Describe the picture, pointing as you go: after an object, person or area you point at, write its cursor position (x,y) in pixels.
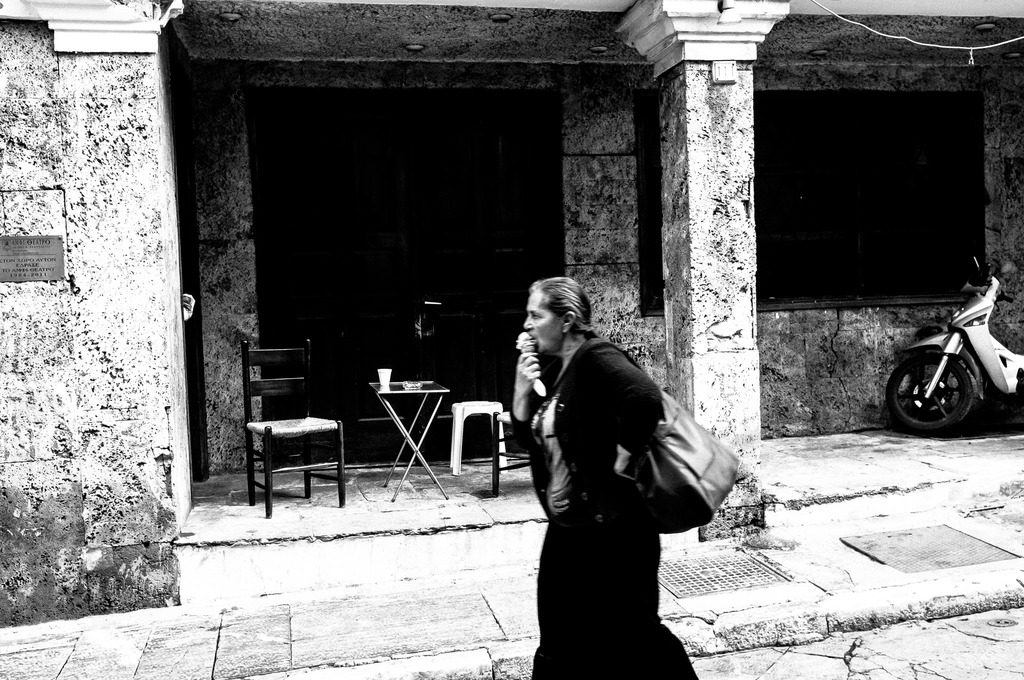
In this picture there is a woman (646,572) carrying a handbag (665,407) and eating an ice cream (531,337). In the background (473,425) there is a table (404,445) and chair (328,474).
